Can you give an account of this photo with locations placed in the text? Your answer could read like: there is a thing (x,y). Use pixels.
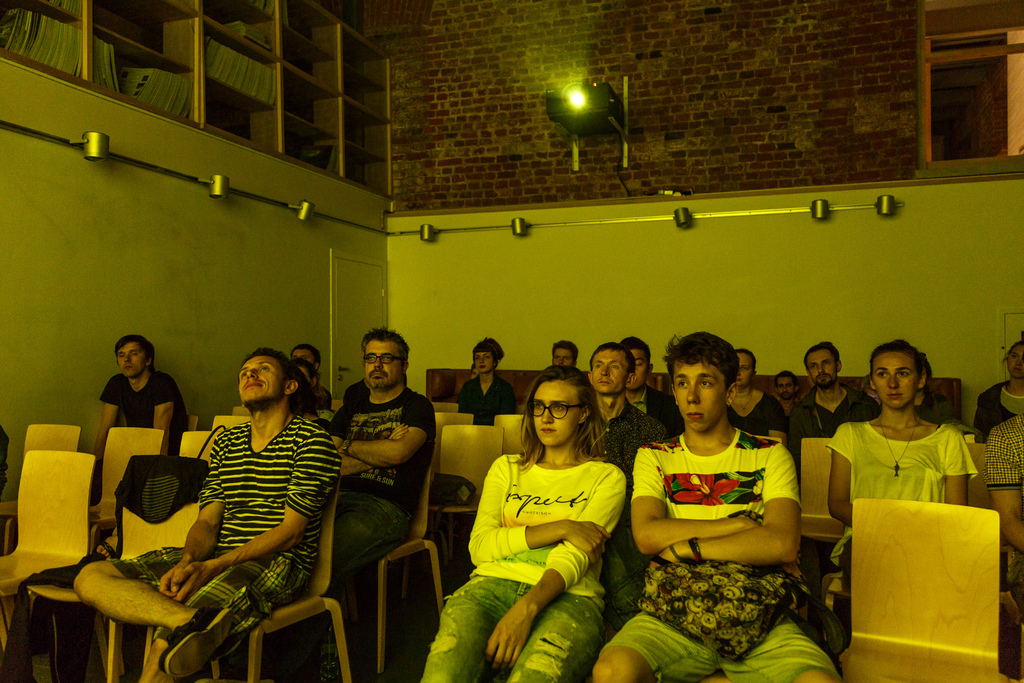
This is an inside view of a room (373,671). Here I can see few people (210,470) are sitting on the chairs (136,551). In the background (312,309) there is a wall (138,309). At the top (249,46) there is a rack (195,76) in which books (157,88) are placed and also there is a projector (576,95) attached to the wall (736,106).
